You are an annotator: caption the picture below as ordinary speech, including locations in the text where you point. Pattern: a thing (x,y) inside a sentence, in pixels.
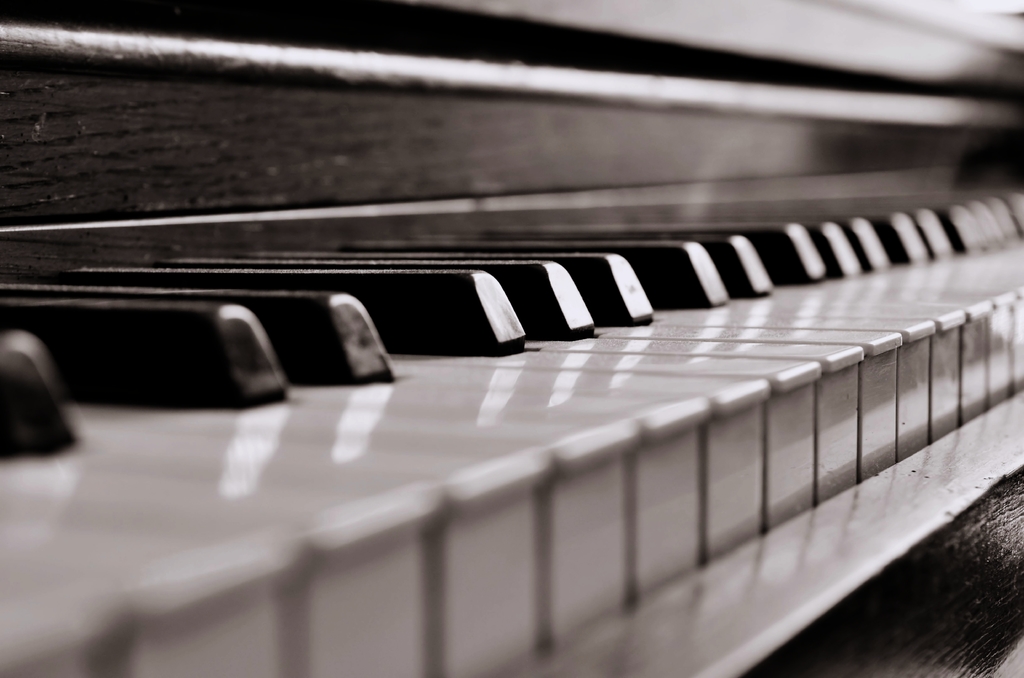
It's a piano (610,422) with white and black keys (467,461).
